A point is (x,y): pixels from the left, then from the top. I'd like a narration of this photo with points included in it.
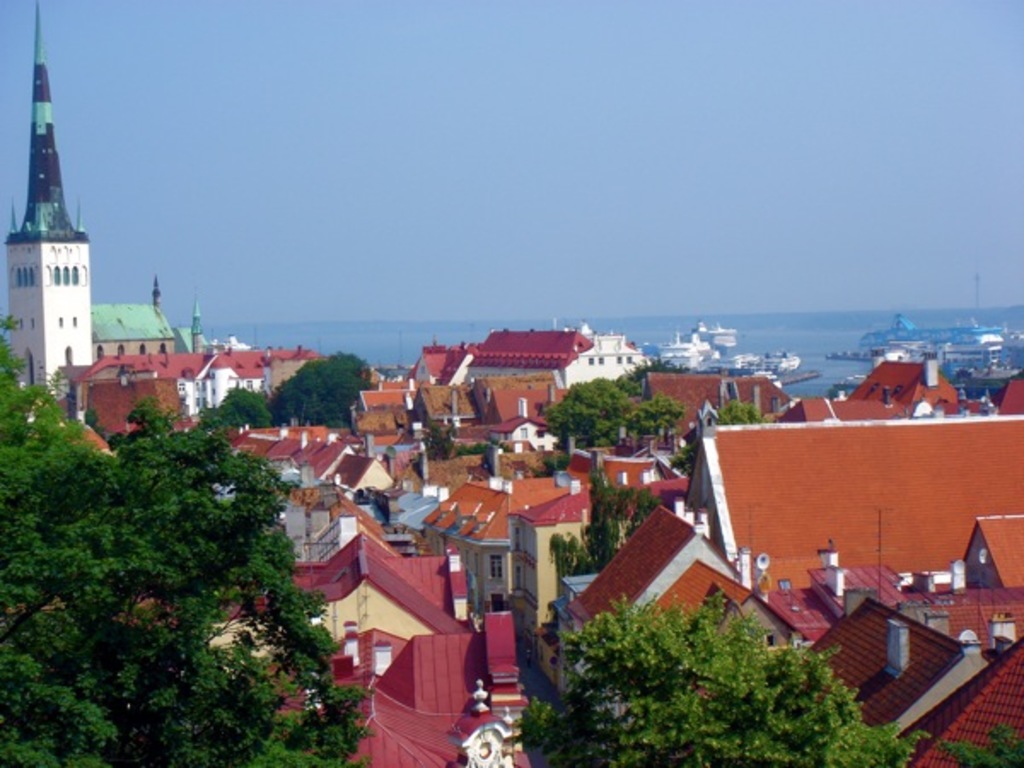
In the background (542,177) we can see the sky (588,234), hills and its blur. In this picture we can see the ships (875,334) and the water (856,339). We can see the poles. This picture is mainly highlighted with the buildings (929,416), rooftops (981,491). We can see the trees (674,734).
